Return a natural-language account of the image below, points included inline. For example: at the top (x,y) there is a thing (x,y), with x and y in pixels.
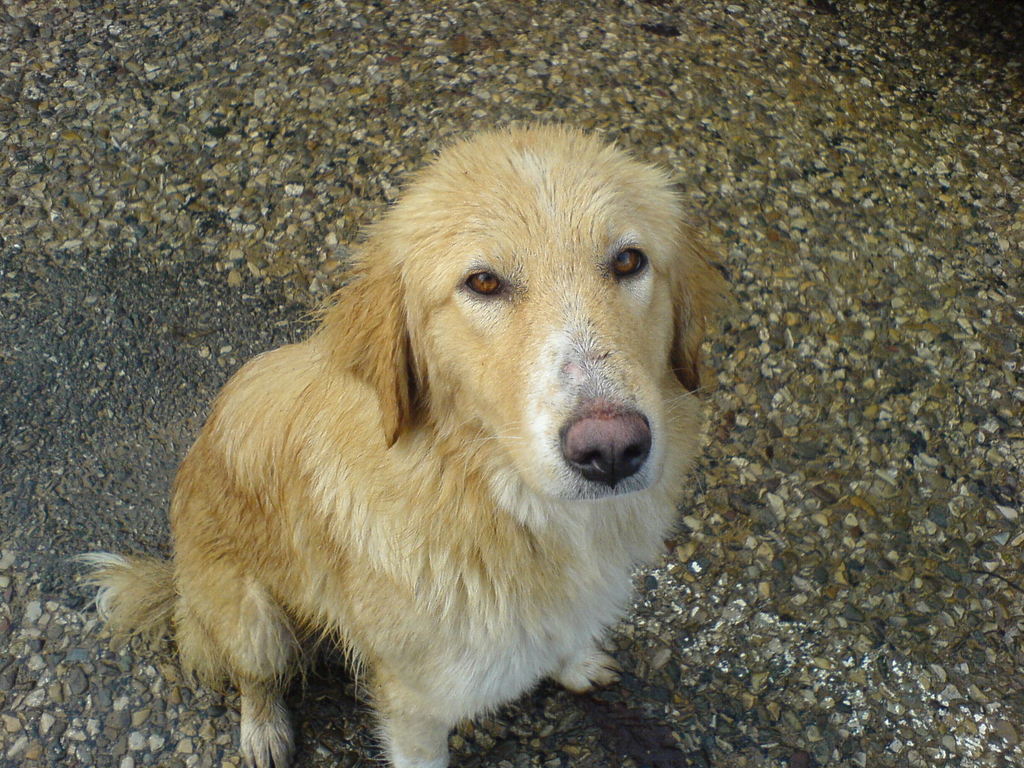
This picture contains a dog (394,482). This dog (354,428) is looking at the camera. At the bottom of the picture (805,616), we see the road (37,176).
